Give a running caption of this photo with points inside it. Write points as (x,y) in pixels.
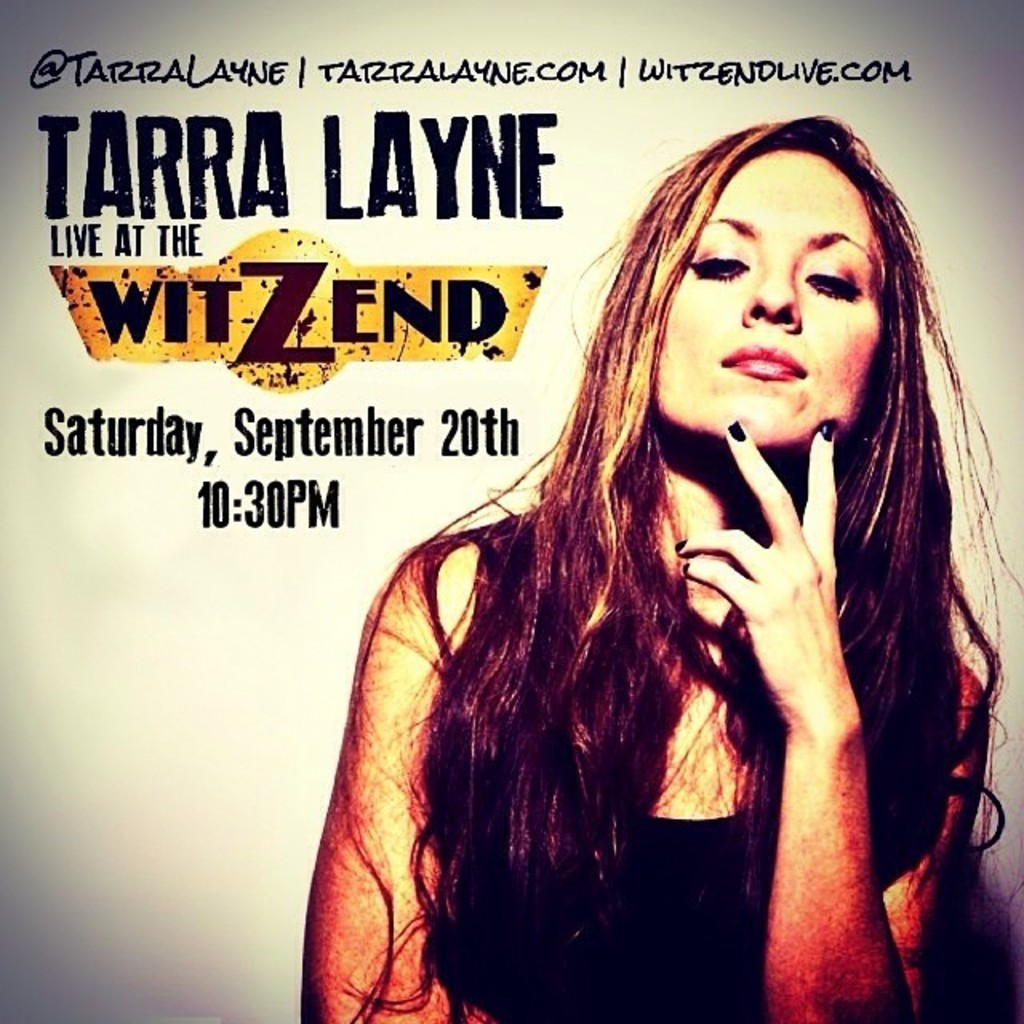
In this picture I can see a poster (463,587), in the poster (495,573) I can see a woman (706,537) and text (332,211).
